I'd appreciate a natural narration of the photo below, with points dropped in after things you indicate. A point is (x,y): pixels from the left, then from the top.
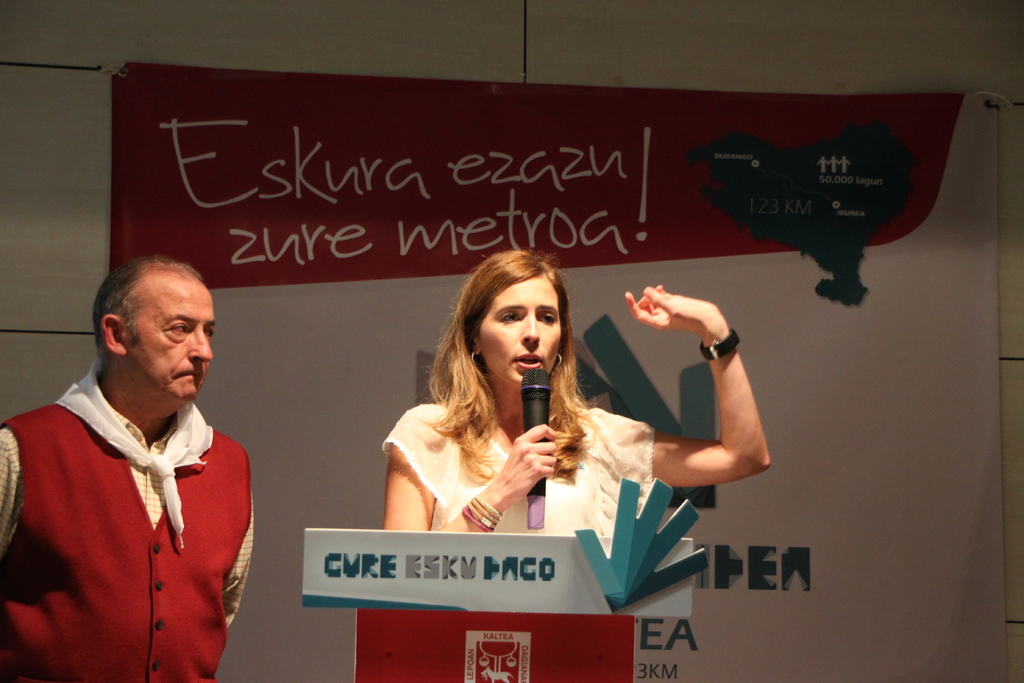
In the center of the image (642,447) we can see a lady (551,420) is standing in-front of the podium (561,595) and talking by holding a mic (542,392). On the podium (530,599), we can see the text (494,566). On the left side of the image (164,378) we can see a man (193,641) is standing and wearing a sweater (126,595). In the background of the image (368,485) we can see the wall (613,22) and board (669,362). On the board (562,248) we can see the text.
